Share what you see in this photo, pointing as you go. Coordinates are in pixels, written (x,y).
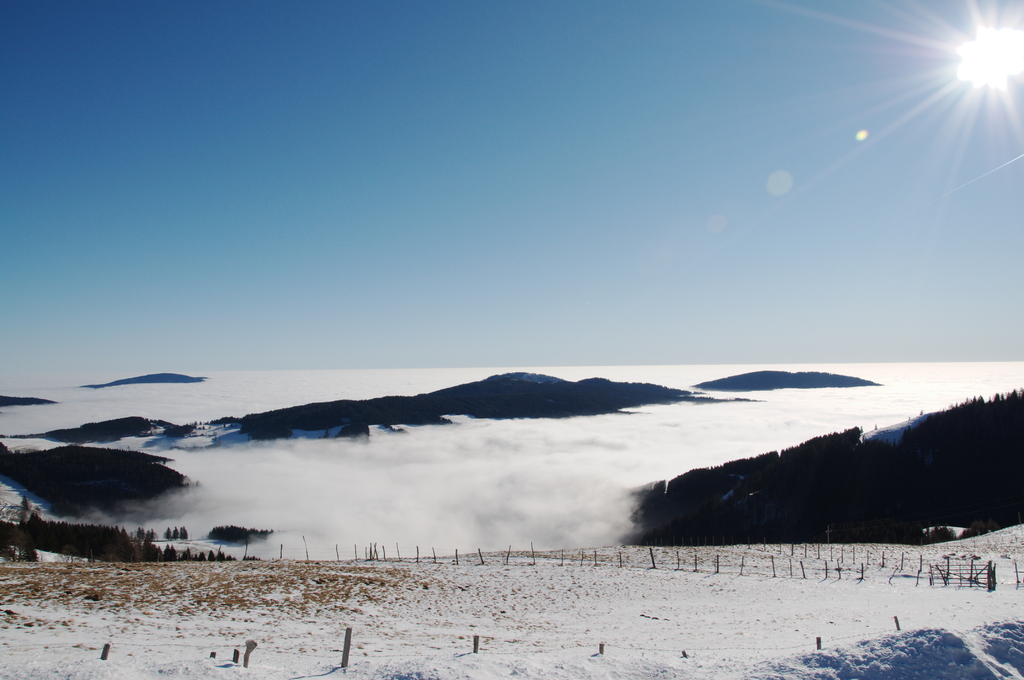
In this image, I can see a fence (282,548), trees (820,504), snow (702,560), sunlight (977,103) and the sky (453,216). This image is taken, maybe during a day.
